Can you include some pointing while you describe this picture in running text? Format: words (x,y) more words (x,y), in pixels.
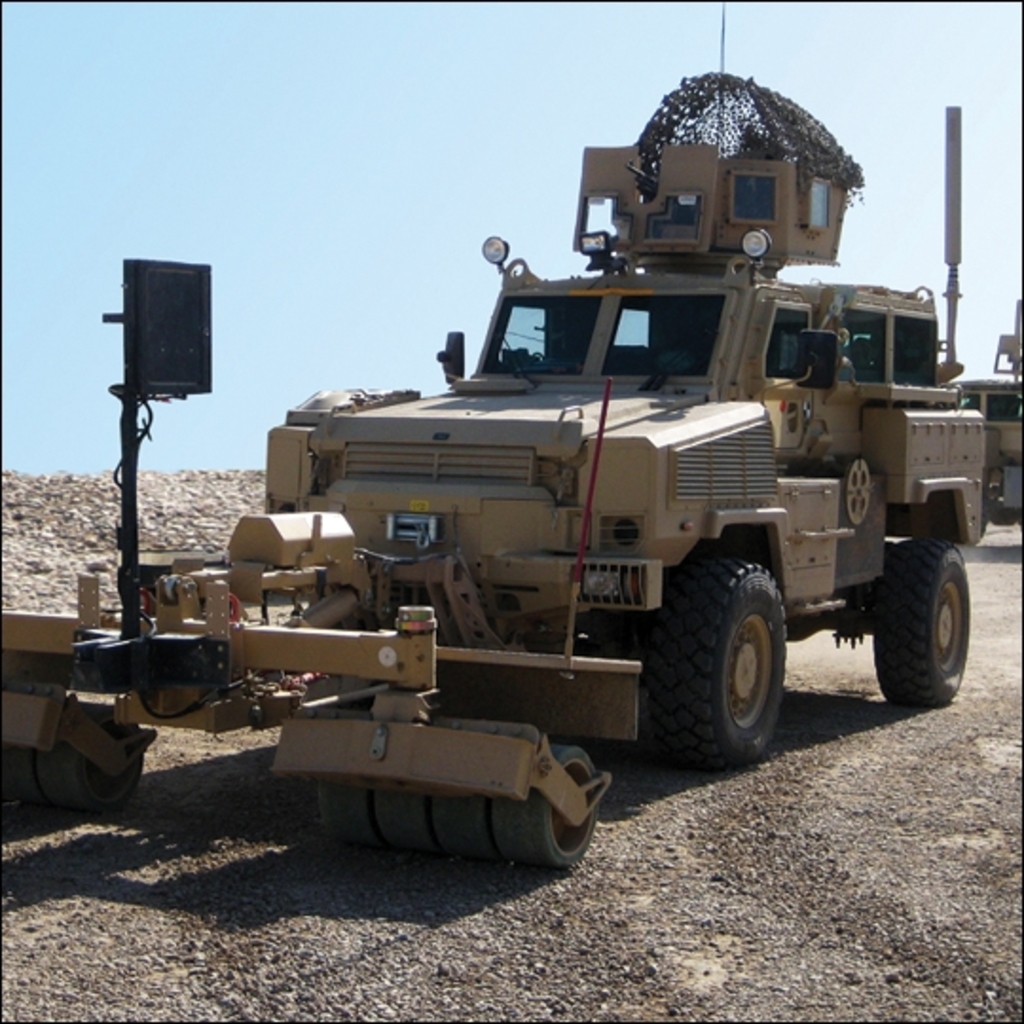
In this picture, we see a vehicle (471,500) which is parked on the road (977,625). Beside that, we see a black color board (151,355) like. At the bottom of the picture (266,940), we see the stones (223,1016). In the background (182,497), there are stones (152,485). At the top of the picture (348,121), we see the sky (459,272), which is blue in color.
